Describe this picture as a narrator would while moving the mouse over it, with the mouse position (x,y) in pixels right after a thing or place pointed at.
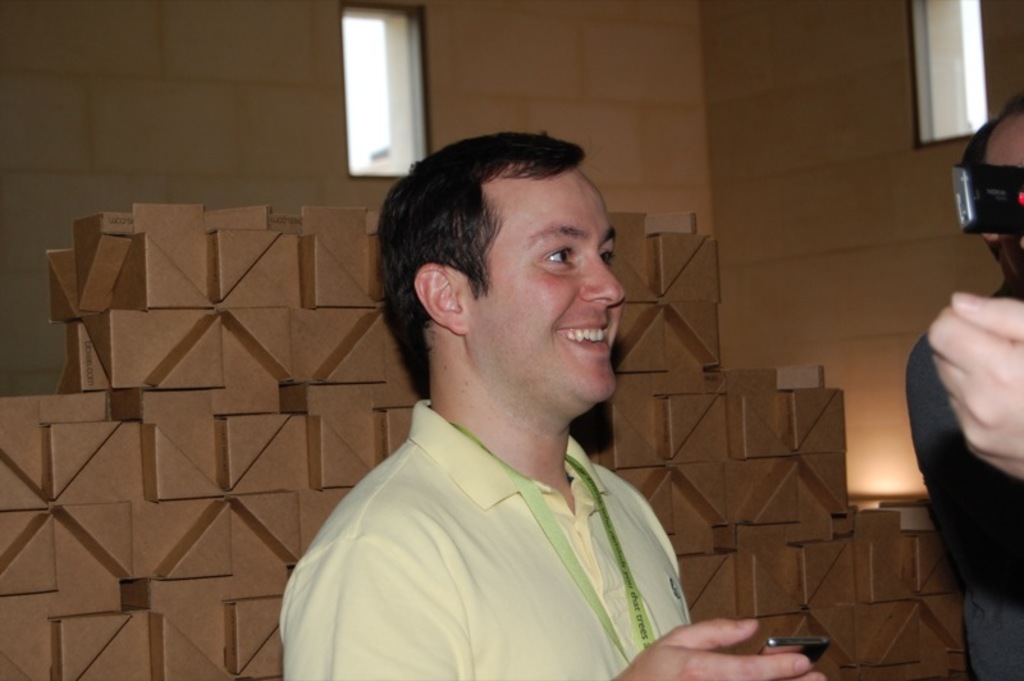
There are people (449,565) standing and this man (546,618) smiling and holding a mobile (802,654). Background (221,61) we can see wall (221,87) and windows (365,65).
